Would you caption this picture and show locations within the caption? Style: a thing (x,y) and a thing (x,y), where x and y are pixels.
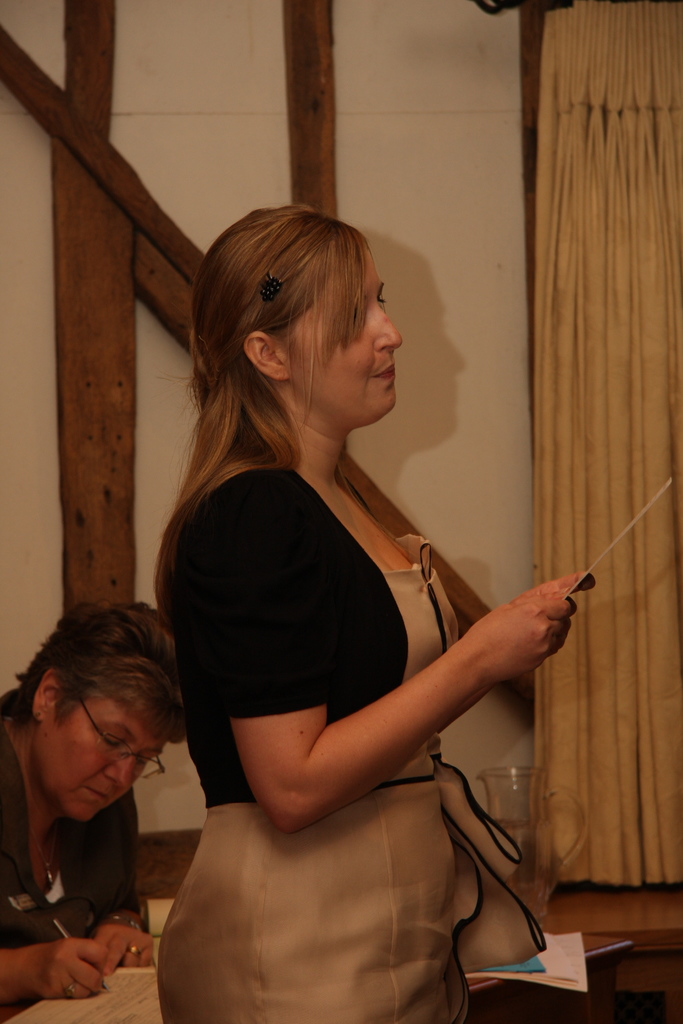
This picture is taken inside the room (379,644). In this image, in the middle (379,599), we can see a woman (490,613) standing and holding some object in her hand (488,625). On the left side (89,921), we can also see another woman (108,764) sitting in front of the table (123,989), on the table (582,1009), we can see some books (117,997). In the background (606,320), we can see a curtain (611,359), wall (22,190) and wooden poles (84,312).
